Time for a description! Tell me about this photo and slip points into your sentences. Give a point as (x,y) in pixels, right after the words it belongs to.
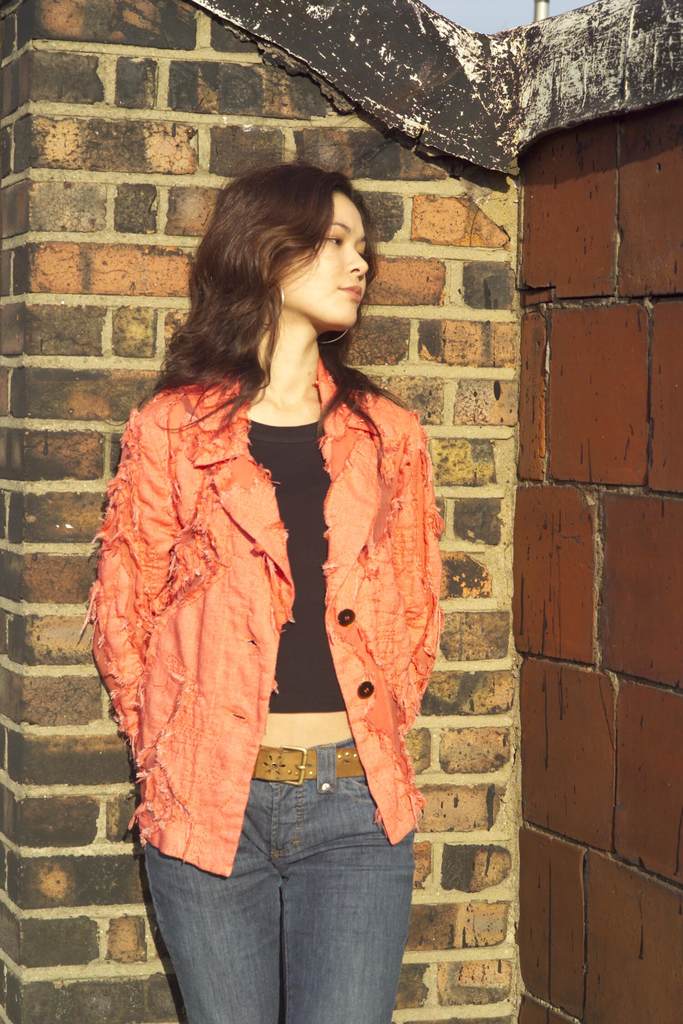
In this picture I can see a woman (252,591) is standing. The woman (307,547) is wearing a jacket (188,627) and blue jeans (284,911). In the background (171,278) I can see a brick wall (243,123).
